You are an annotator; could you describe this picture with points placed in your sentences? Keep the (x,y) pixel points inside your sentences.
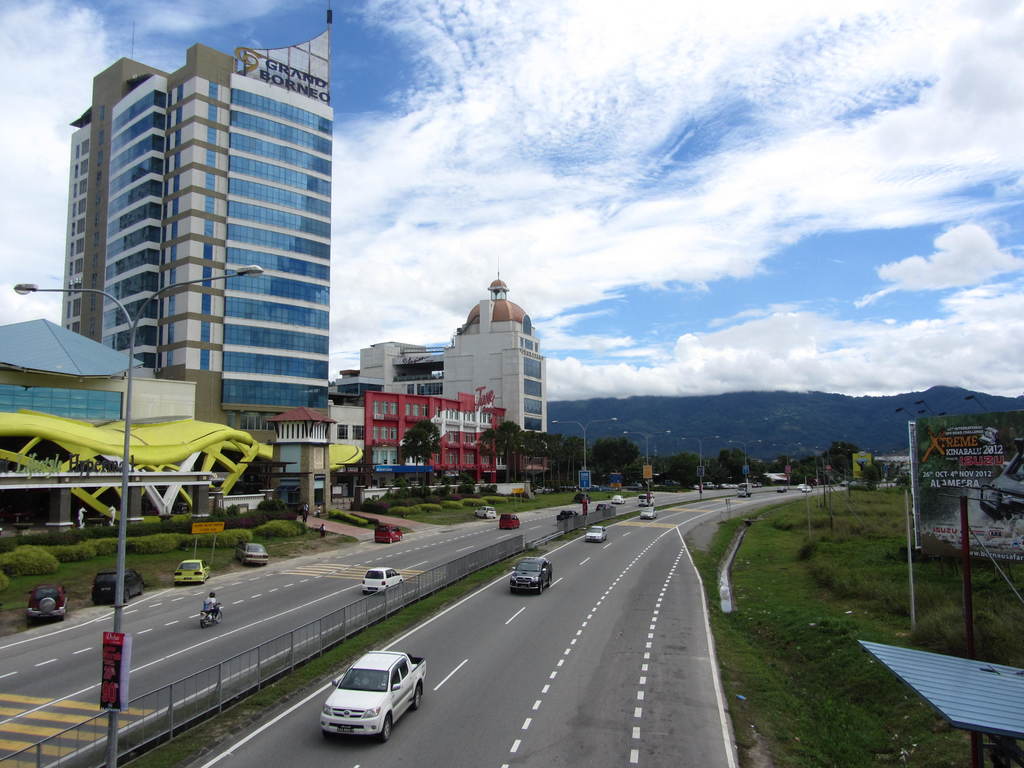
In this image we can see the vehicles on the road (624,572). On the left (320,372), we can see some buildings (57,494). And we can see the lights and the hills (752,405). We can see some boards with text (113,463) on it. At the top (683,94) we can see the clouds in the sky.
